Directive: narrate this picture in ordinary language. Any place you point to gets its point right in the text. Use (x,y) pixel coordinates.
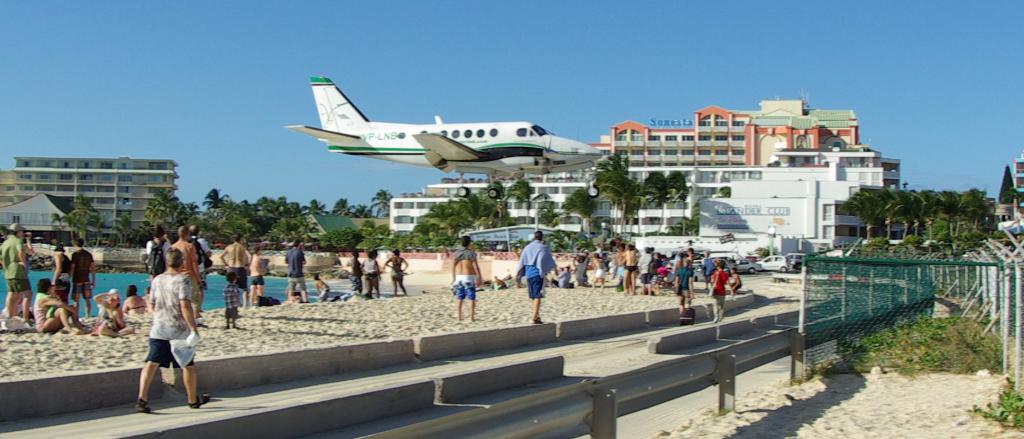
In this image, we can see some buildings (854,172) and trees (920,219). There is a crowd (691,251) in the beach (450,313). There is an airplane (533,161) in the middle of the image (528,152). There is fencing (974,308) and some plants (948,329) on the right side of the image (889,322). There is a sky (581,97) at the top of the image (520,70).
